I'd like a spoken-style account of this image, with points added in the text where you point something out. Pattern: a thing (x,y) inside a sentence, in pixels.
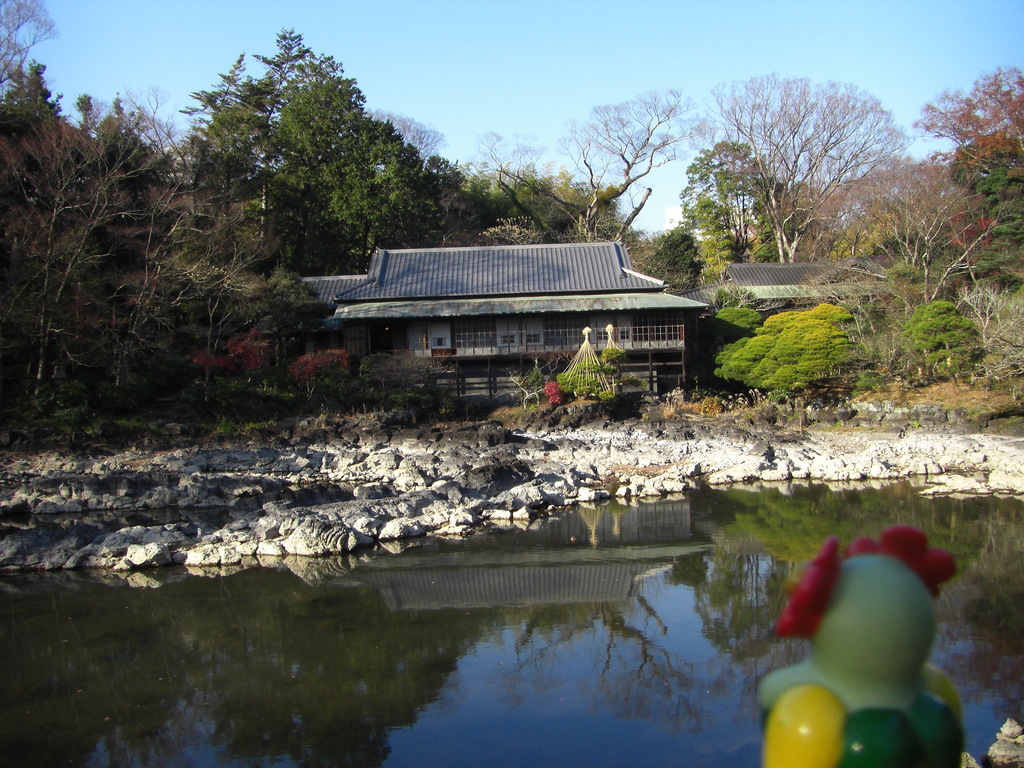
This is an outside view. At the bottom (358,672), I can see the water (431,624). In the middle of the image (566,347) there is a house (532,324) and there are many stones (369,470). In the background (465,238) there are many trees (933,206). At the top of the image (658,49) I can see the sky (504,62). In the bottom right-hand corner (864,646) there is a green color toy (820,680).
